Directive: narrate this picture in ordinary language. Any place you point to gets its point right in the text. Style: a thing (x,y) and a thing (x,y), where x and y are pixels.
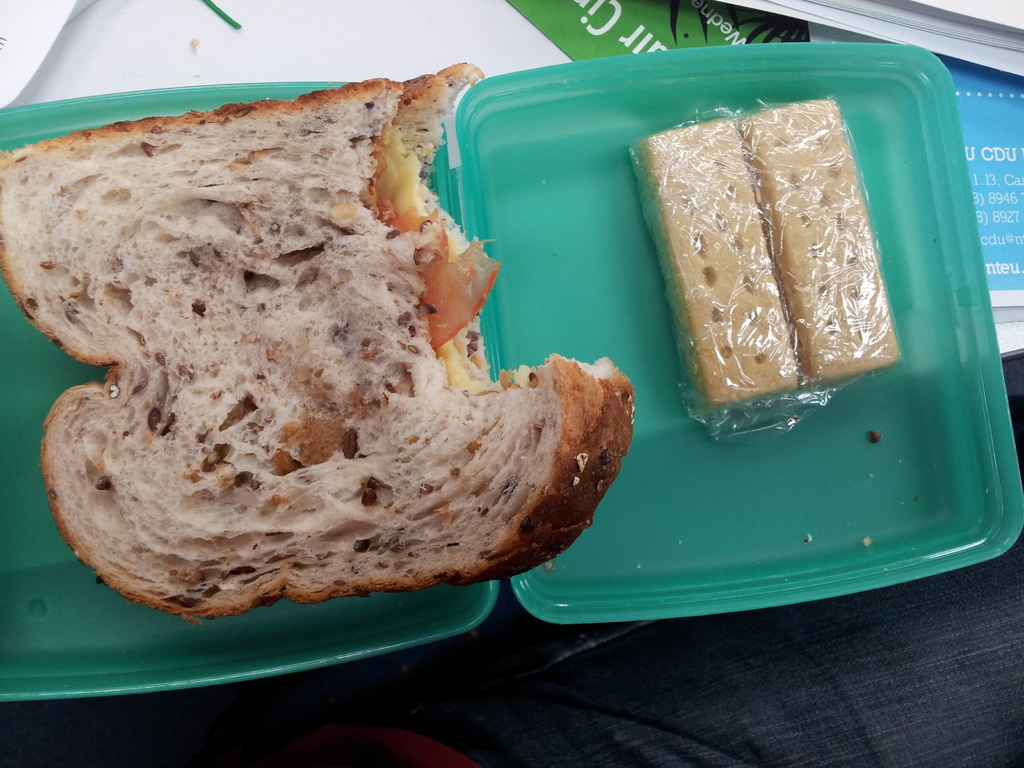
In this image, we can see food (464,392) in the box (493,300) and we can see some papers (984,169).
